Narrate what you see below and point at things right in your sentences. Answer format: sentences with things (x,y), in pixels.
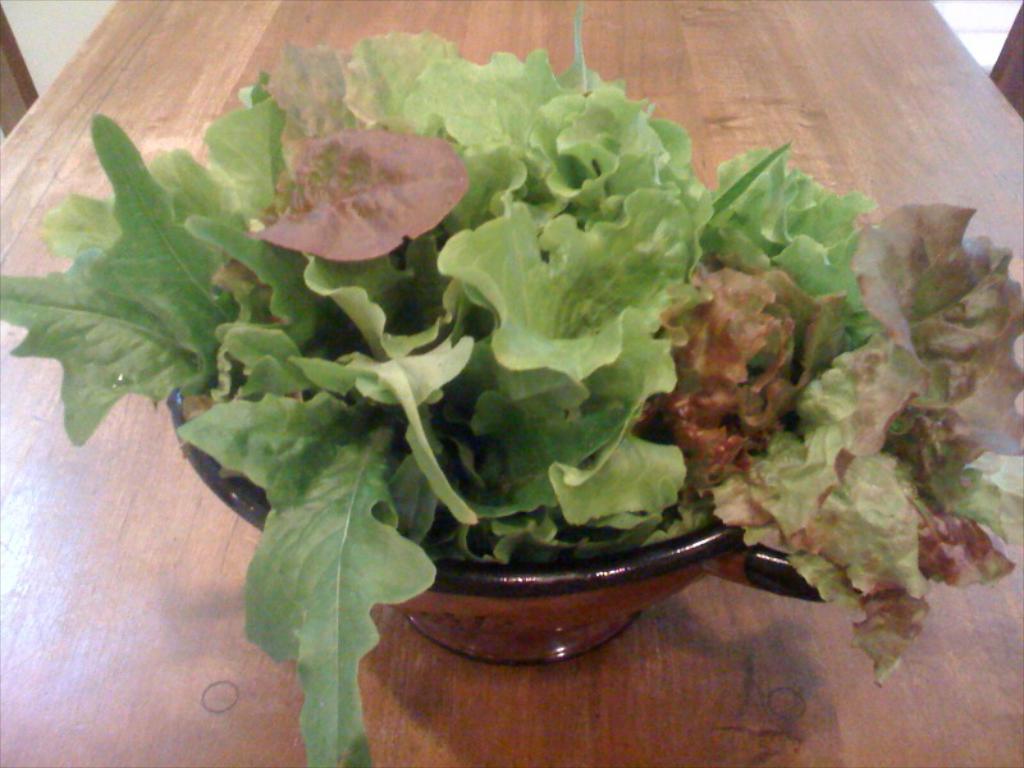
In this picture we can see a bowl (176,411) with green leaves (328,523) kept on a brown wooden table (1003,175).
